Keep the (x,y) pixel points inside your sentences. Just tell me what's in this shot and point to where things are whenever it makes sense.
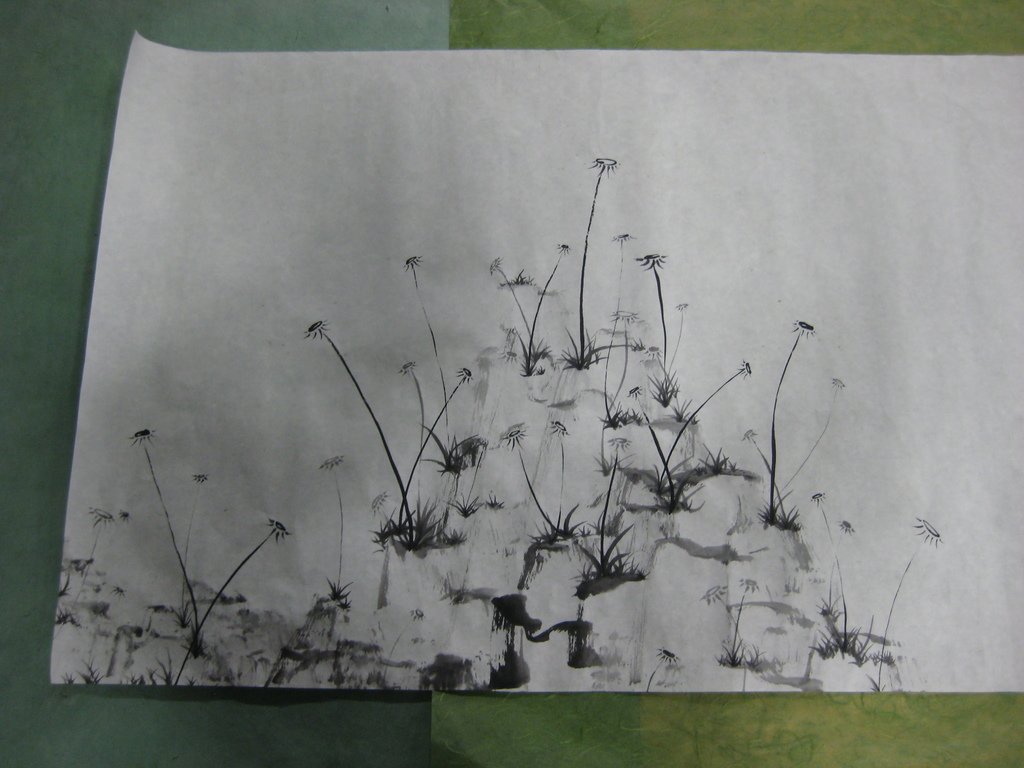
In this image, we can see a white poster (878,655) pasted on the wall (40,141).
